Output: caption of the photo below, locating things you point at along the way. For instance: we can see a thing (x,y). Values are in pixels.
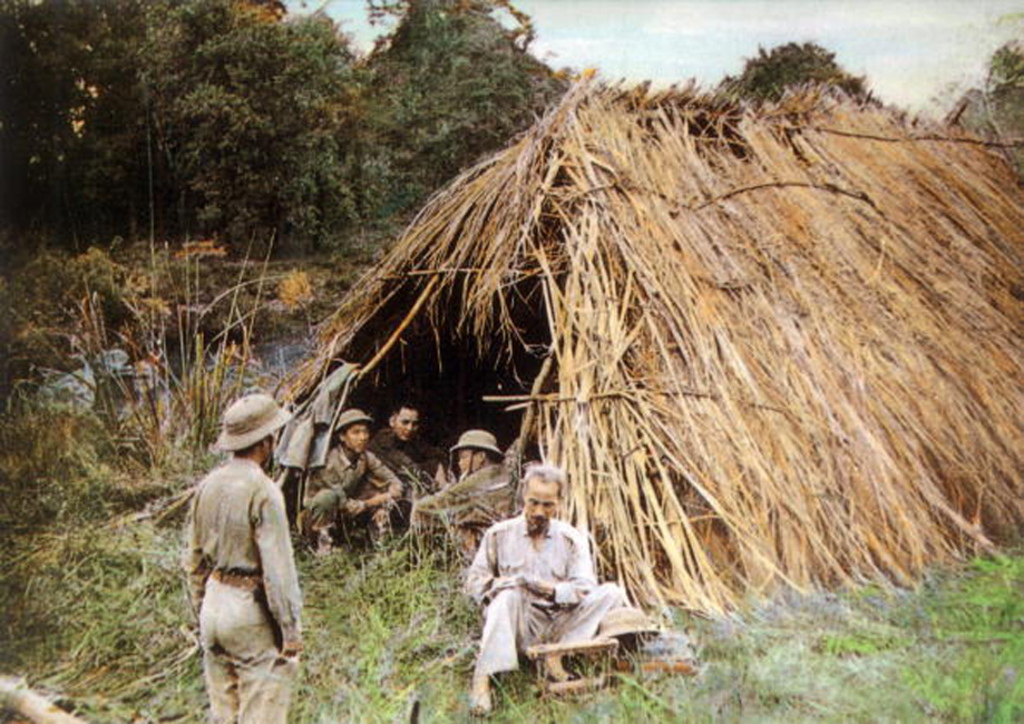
In the picture I can see people (416,465) on the ground (335,554), a hut (599,406), the grass (323,569), plants (158,337), trees (364,136) and some other objects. In the background (723,42) I can see the sky (723,42).
